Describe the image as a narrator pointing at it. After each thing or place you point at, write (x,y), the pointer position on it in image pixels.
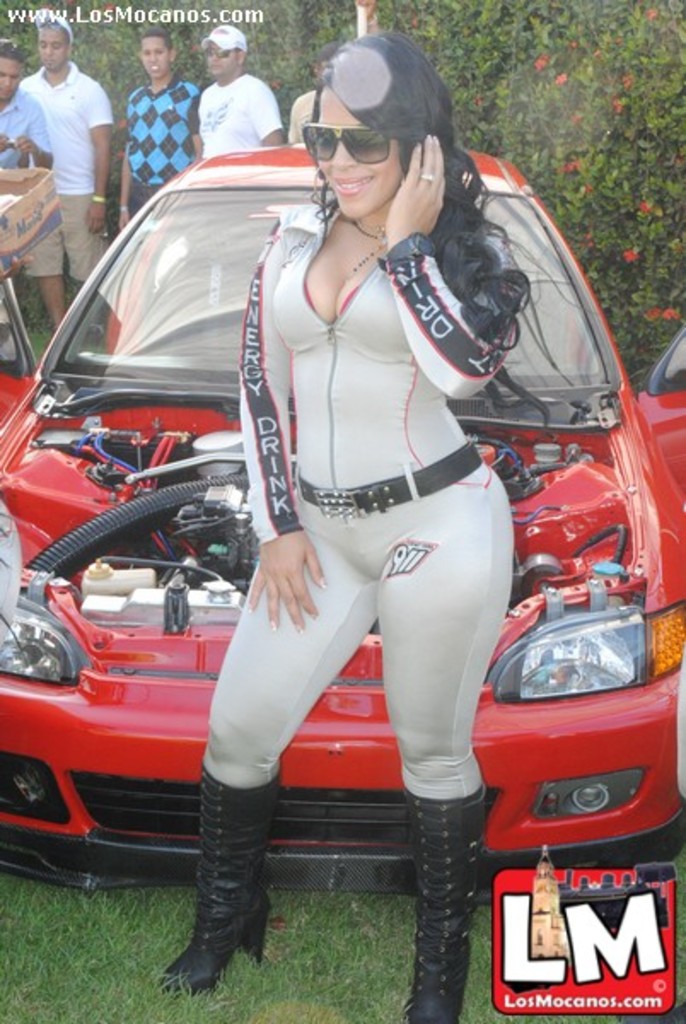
In this image there is a lady (325,567) standing on the surface (296,918) of the grass (359,918), behind the lady (378,524) there is a car (537,350) and few people (83,157) are standing. In the background (478,52) there are trees (319,16). At the bottom right side of the image (544,933) there is a logo (572,965). At the top left side of the image (215,19) there is some text (70,19).
